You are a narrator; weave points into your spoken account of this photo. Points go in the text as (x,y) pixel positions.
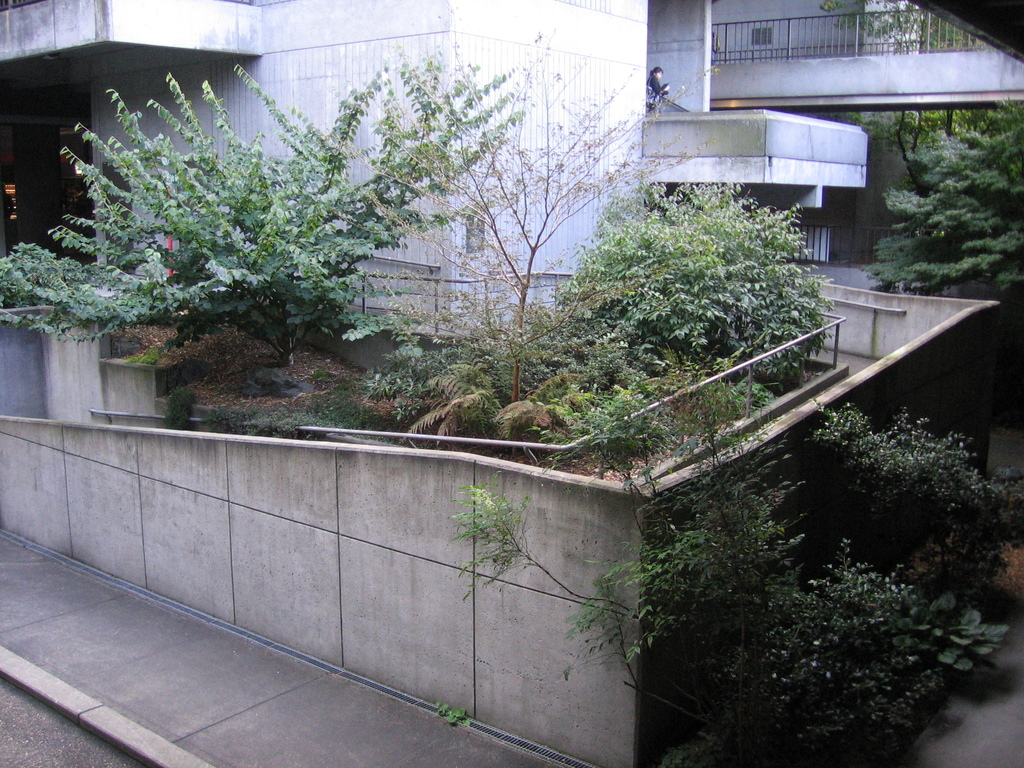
In this image we can see the road (76,727), sidewalk (449,759), plants (658,569), trees (622,282), buildings (565,267) and the person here in the background (681,97).
